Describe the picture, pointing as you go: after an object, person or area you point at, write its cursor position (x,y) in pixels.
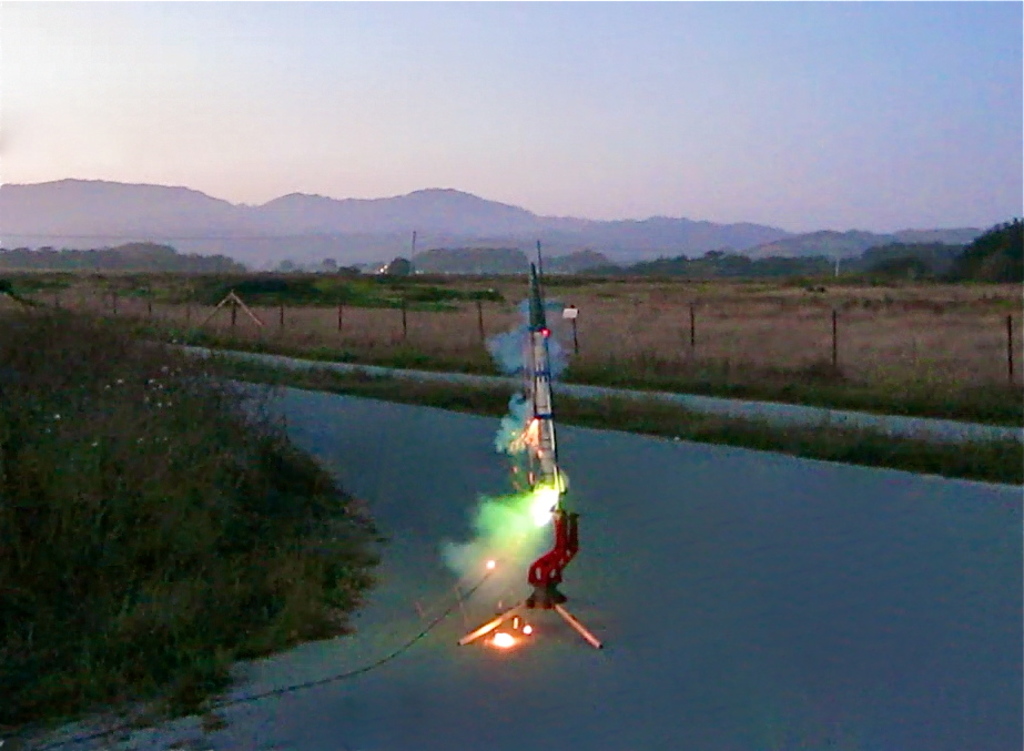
In this image there is a rocket (552,447) on the road (466,500). On the left side of the image (124,468) there are trees (136,470) and in the background (265,210) there are a few rods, trees (551,268), mountains (219,216) and the sky (669,119).
